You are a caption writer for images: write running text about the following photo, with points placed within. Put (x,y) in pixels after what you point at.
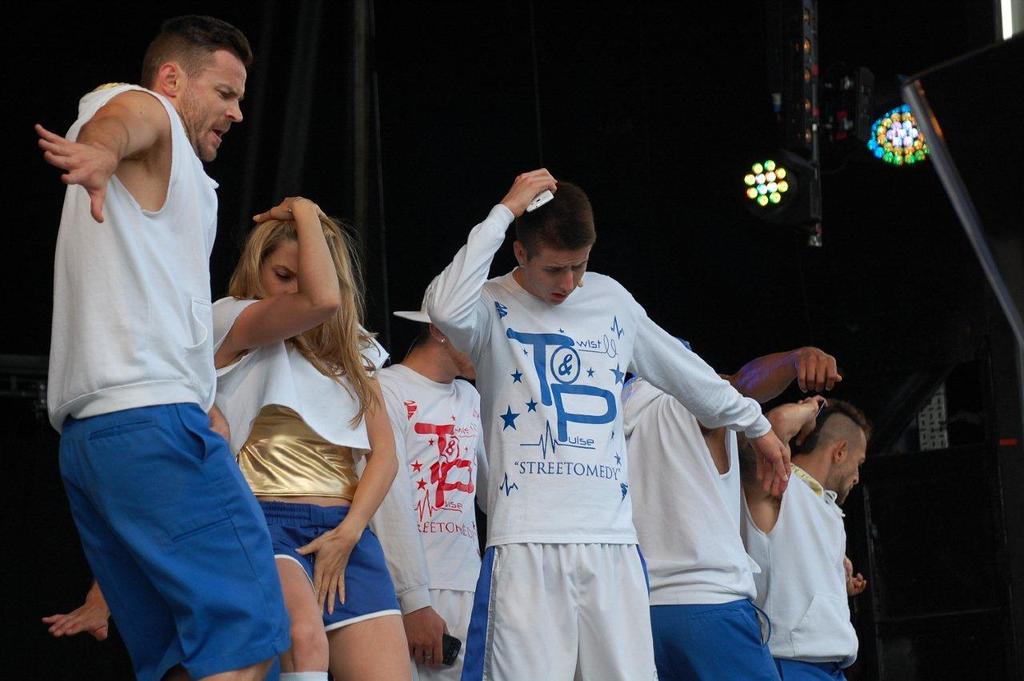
In this image we can see a few people (385,503) are dancing and to the side there is a stage lighting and we can see the background (792,287) is dark.
